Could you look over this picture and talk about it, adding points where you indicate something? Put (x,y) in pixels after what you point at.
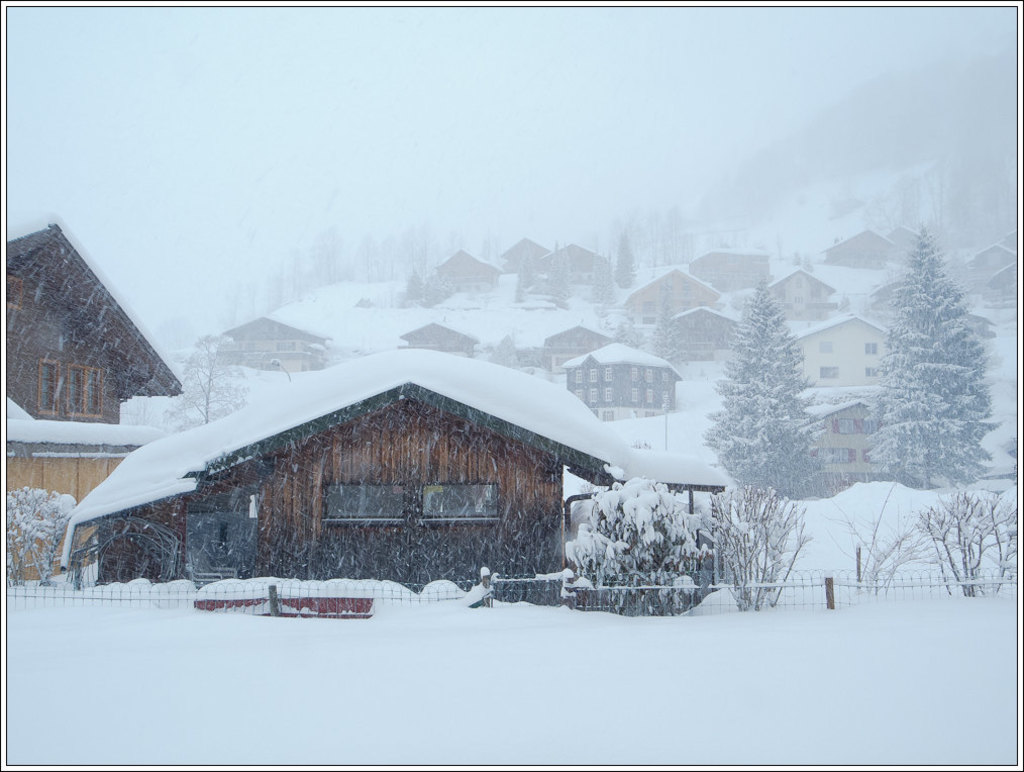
In this image we can see some houses (689,318), plants (49,569), trees (905,376), snow (587,657), mountains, fencing (75,599), also we can see the sky (330,134).
